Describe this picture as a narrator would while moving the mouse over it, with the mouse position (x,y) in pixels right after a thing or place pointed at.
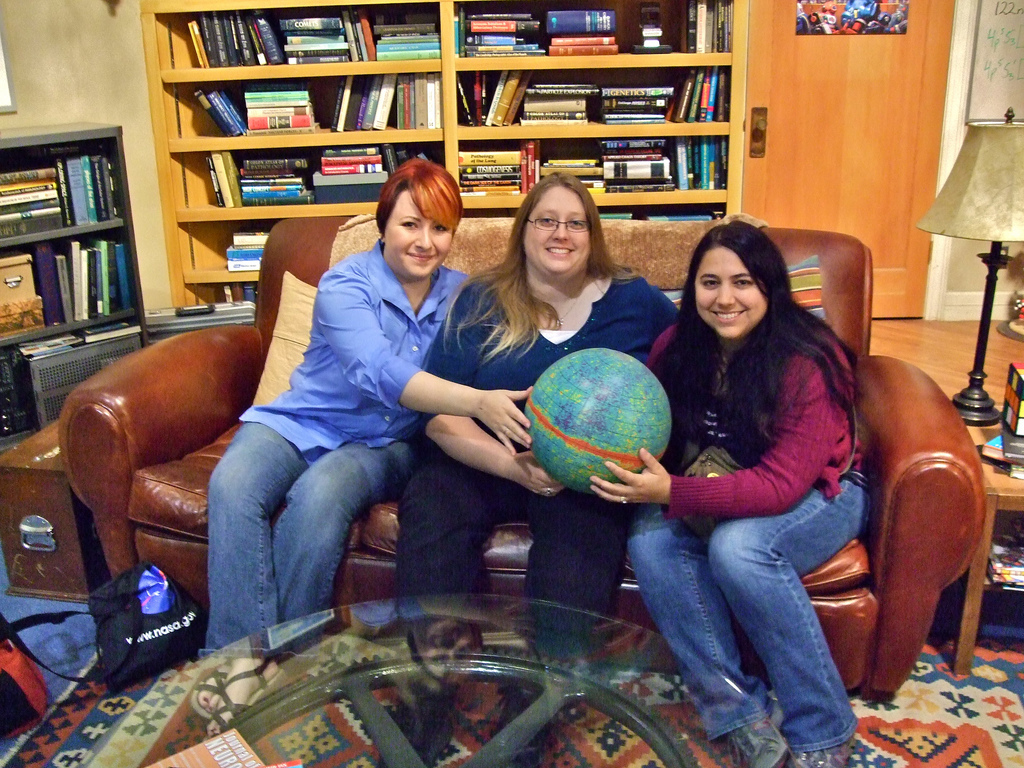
This is the picture of a room (19,612). In this image there are three persons (338,266) sitting and smiling and holding the globe (574,407). In the foreground (443,766) there is a table (454,749) and there books (221,734) on the table (310,751) and there are bags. On the right side of the image (976,395) there is a lamp (987,266) and cube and there are books (1022,441) on the table (965,610) and there is a board (862,15) on the wall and on the door (911,261). At the back (328,168) there are books (355,95) in the cupboard (213,86) and there are objects (62,358). At the bottom (941,728) there is a mat (699,738).
